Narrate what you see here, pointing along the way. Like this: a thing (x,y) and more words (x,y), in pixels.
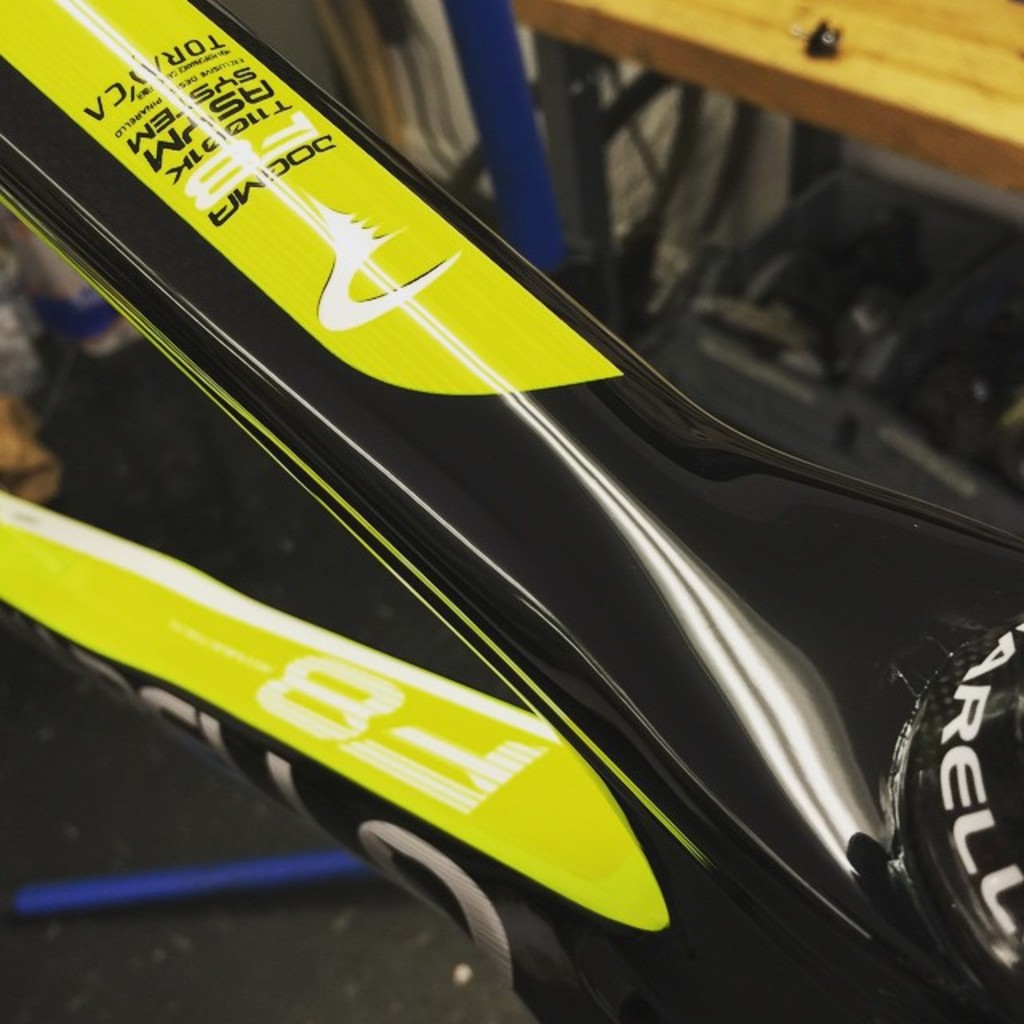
In the image we can see there are rods (649,488) of a bicycle (581,855) and the bicycle (425,594) is kept on the ground (92,958). Behind there is a bench (850,107) kept on the ground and background of the image (998,113) is little blurred.
